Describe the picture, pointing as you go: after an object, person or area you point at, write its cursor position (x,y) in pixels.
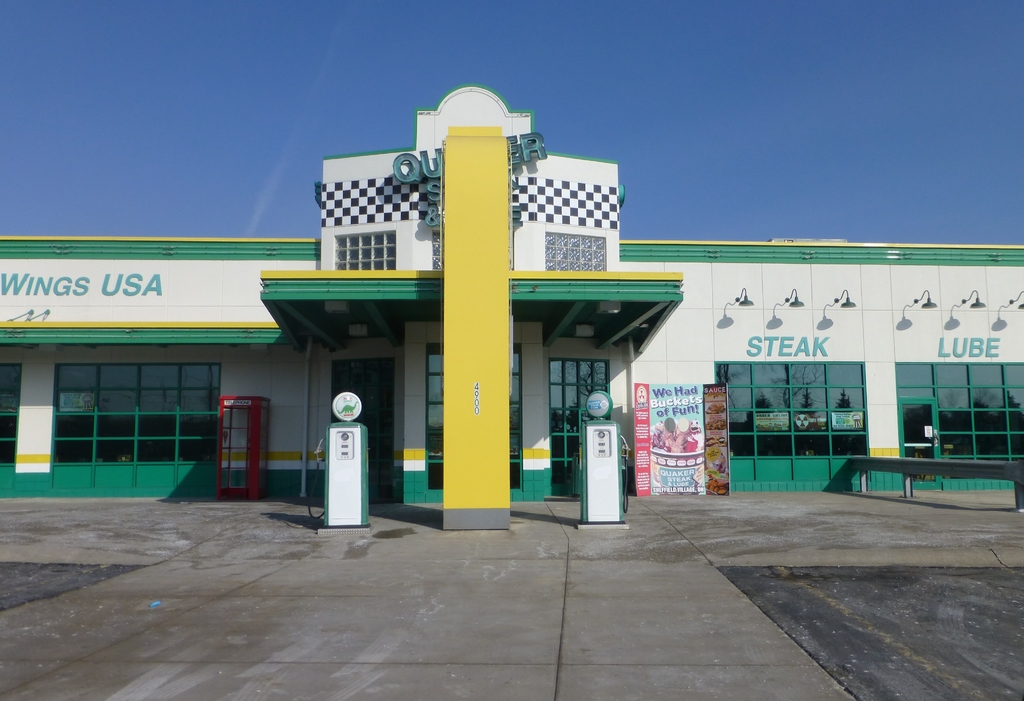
In this image I can see the petrol bunk (325,282). In-front of the building (243,329) I can see two fuel containers (362,515) which are in white and green color. And the building (343,358) is in white, green and yellow color. In the back (231,134) I can see the blue sky (361,100) and I can also see the boards (701,470) in the front (689,459).
